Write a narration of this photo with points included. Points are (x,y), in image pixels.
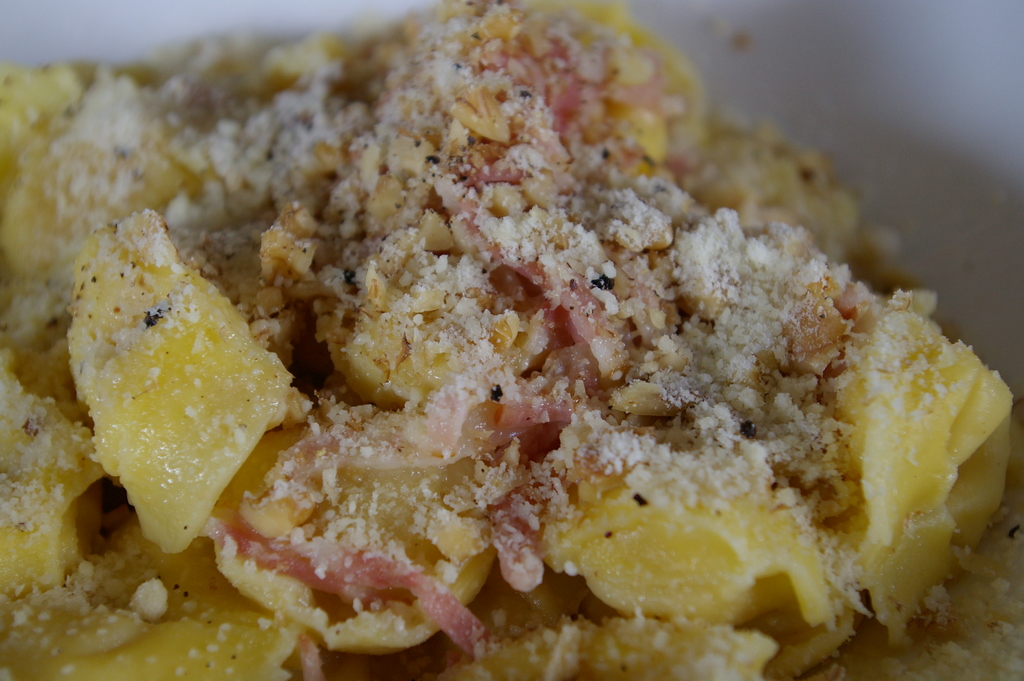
Here we can see a food item (548,350). At the top (889,97) in the background (921,82) we can see a white color object (808,84).
